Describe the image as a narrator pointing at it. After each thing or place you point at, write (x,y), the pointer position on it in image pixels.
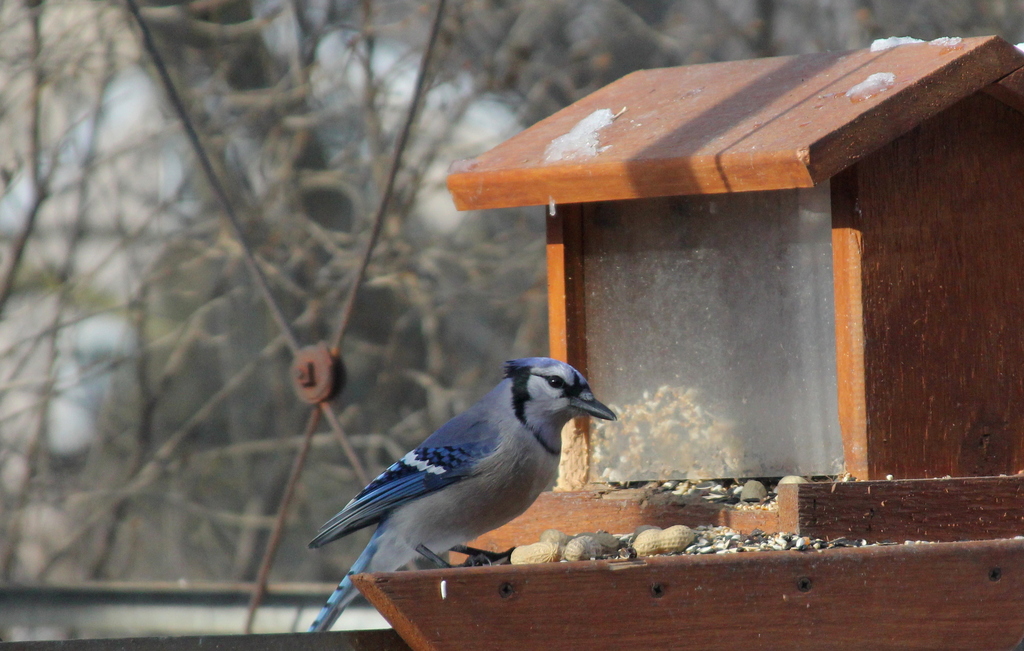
This picture shows a bird house (730,388) and we see a bird (385,494) and some groundnuts (600,549) and food (712,550) and we see trees (19,320). The color of the bird (544,406) is blue and black.
